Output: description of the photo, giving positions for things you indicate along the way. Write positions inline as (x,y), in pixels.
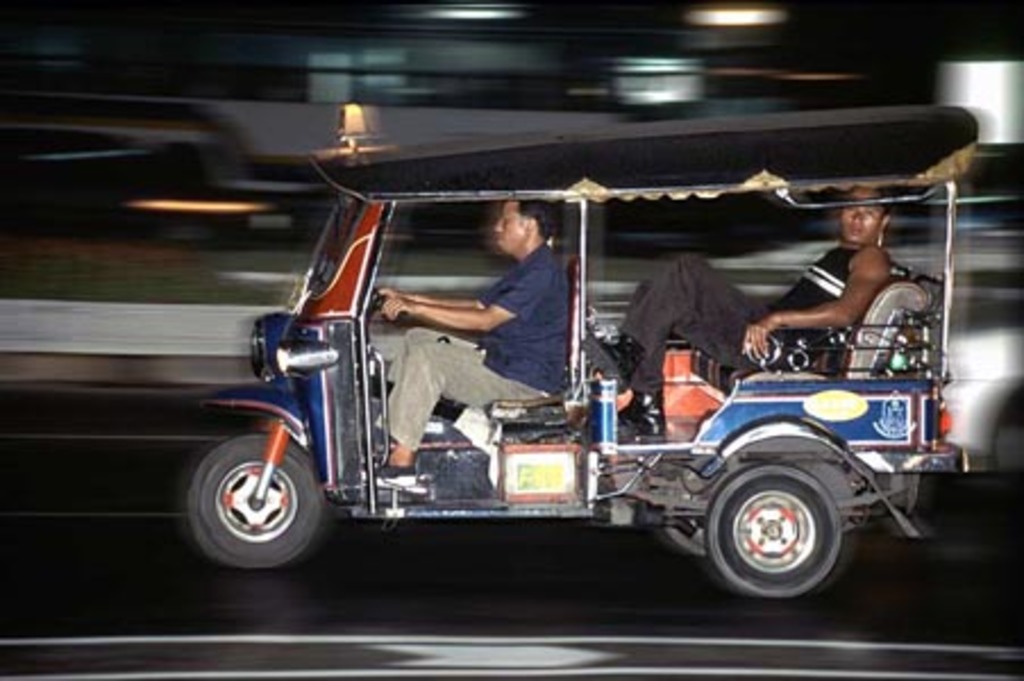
In this picture we can see a vehicle (473,507) on the road (483,545) with two people (407,456) in it and in the background (54,349) we can see it is blurry.
